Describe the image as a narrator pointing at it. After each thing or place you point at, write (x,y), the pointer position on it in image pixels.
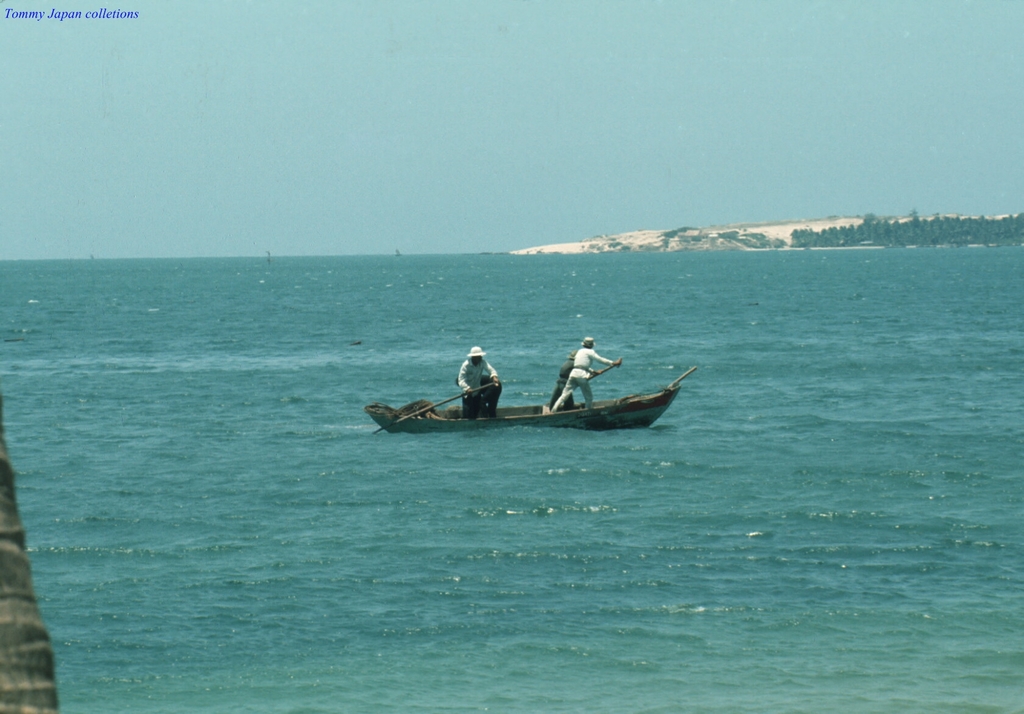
In the middle (590,411) two person (559,408) are rowing the boat (623,402), this is water (802,519). On the right side (999,234) there are trees (995,221), at the top (623,107) it is the sky (479,103).
